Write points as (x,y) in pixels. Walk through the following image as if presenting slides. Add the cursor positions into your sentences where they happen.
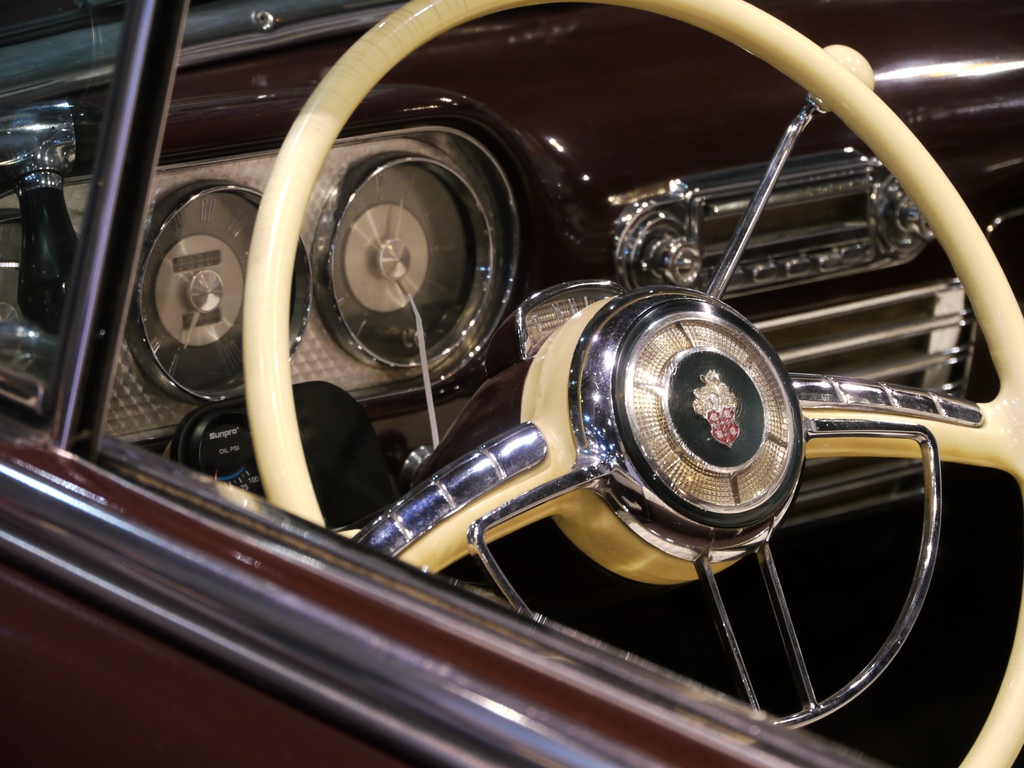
This is the car steering wheel (253,331). I can see the logo (737,420), which is attached to the steering wheel (630,427). This is the car (252,649). These are the speedometers (197,251). I think this is the music player (788,239).
